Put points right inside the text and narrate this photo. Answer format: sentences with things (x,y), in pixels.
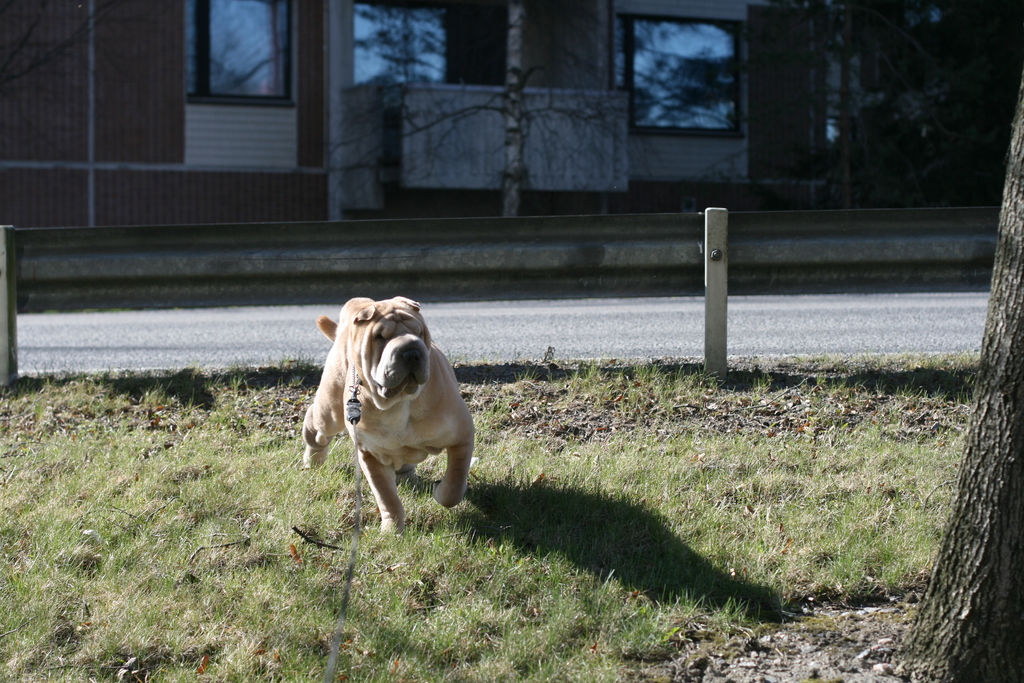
In this image I can see a dog (379,412) is running in the grass (419,504), at the back side (136,163) there is a house (425,123) with windows (272,1). In the middle (668,332) it looks like a road (909,318).
